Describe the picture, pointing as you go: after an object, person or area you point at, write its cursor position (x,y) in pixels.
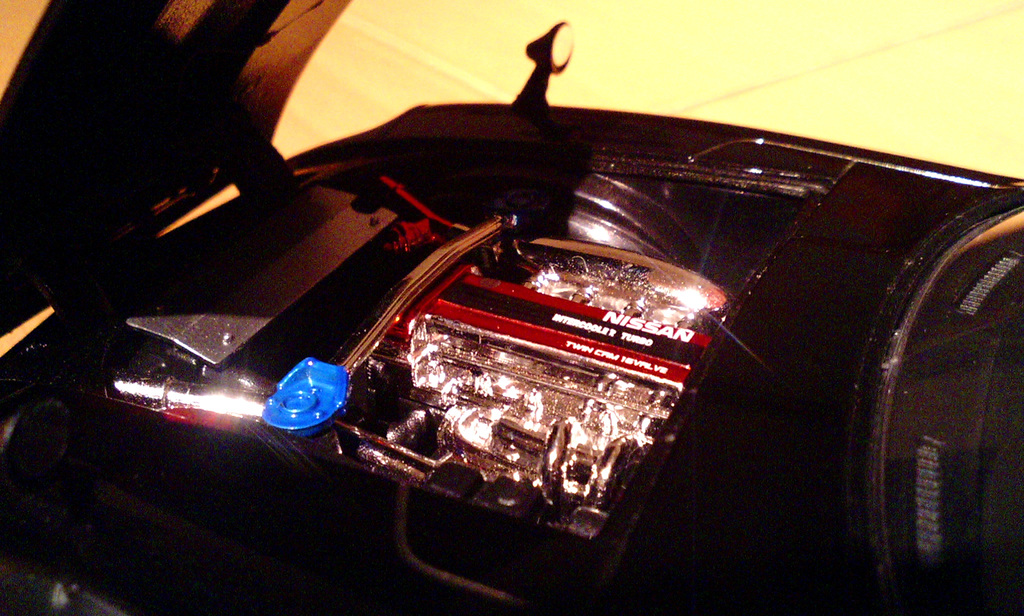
In this picture I can see the engine part (582,316) of the car (599,329). I can see bonnet (254,116) on the left side (227,134).
